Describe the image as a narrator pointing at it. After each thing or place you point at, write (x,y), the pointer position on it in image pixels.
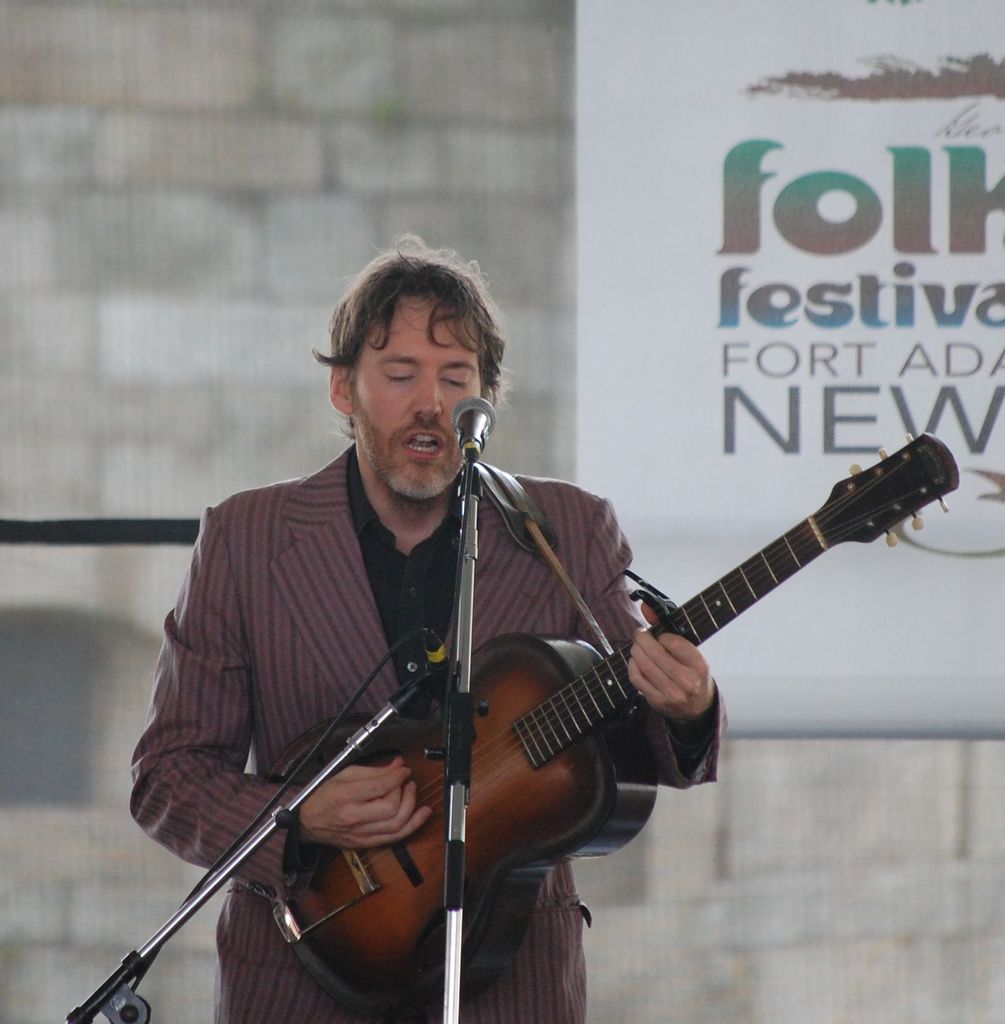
In this picture we can see that a person (476,315) is standing on the floor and he is wearing a suit (266,621) and he is singing, and holding a guitar (493,656) in his hands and in front (473,437) here is the microphone (466,426) and stand (446,777), and at back (632,77) here is the wall (533,316), and something written on it.
